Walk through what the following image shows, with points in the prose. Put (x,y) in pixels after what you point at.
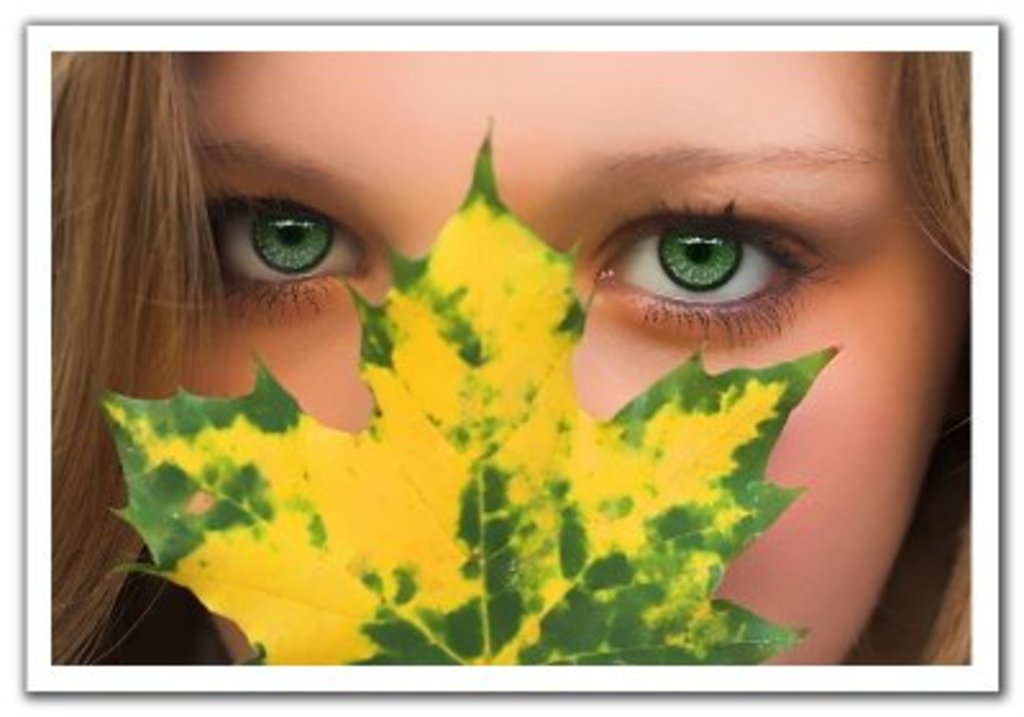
In this image we can see a person (711,285). There is a leaf (561,486) in the image.
